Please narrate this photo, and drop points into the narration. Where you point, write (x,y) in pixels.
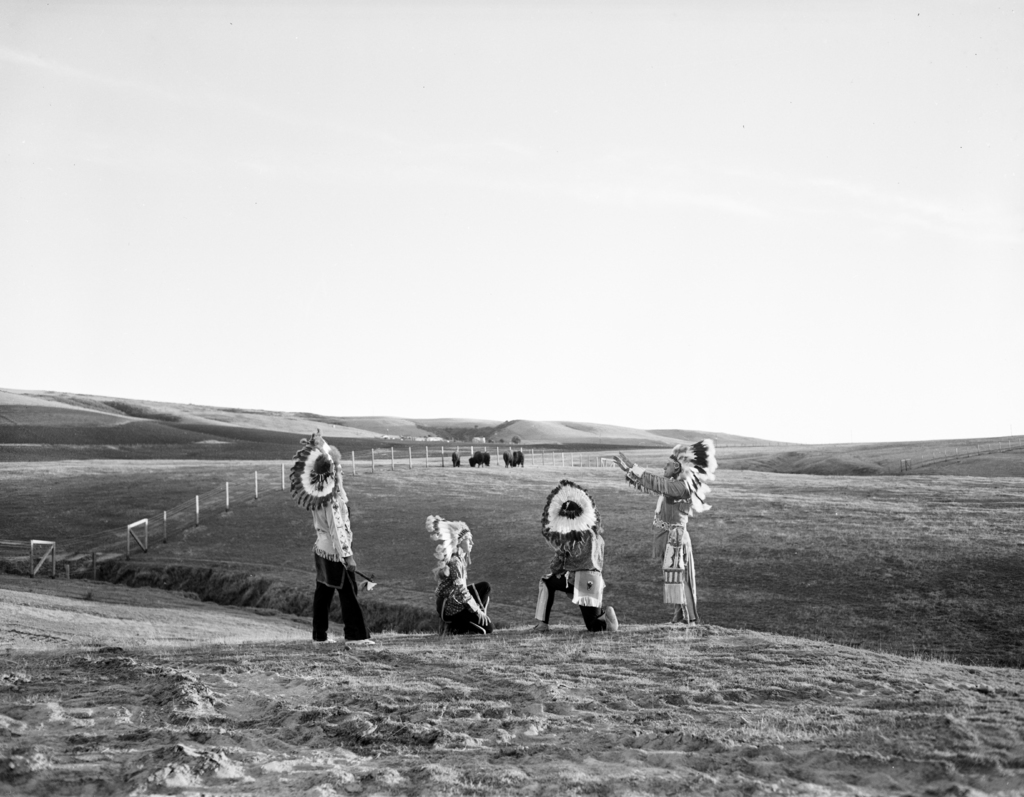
In this image we can see four people (342,501), there are a few animals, fencing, mountains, also we can see the sky (554,251).
